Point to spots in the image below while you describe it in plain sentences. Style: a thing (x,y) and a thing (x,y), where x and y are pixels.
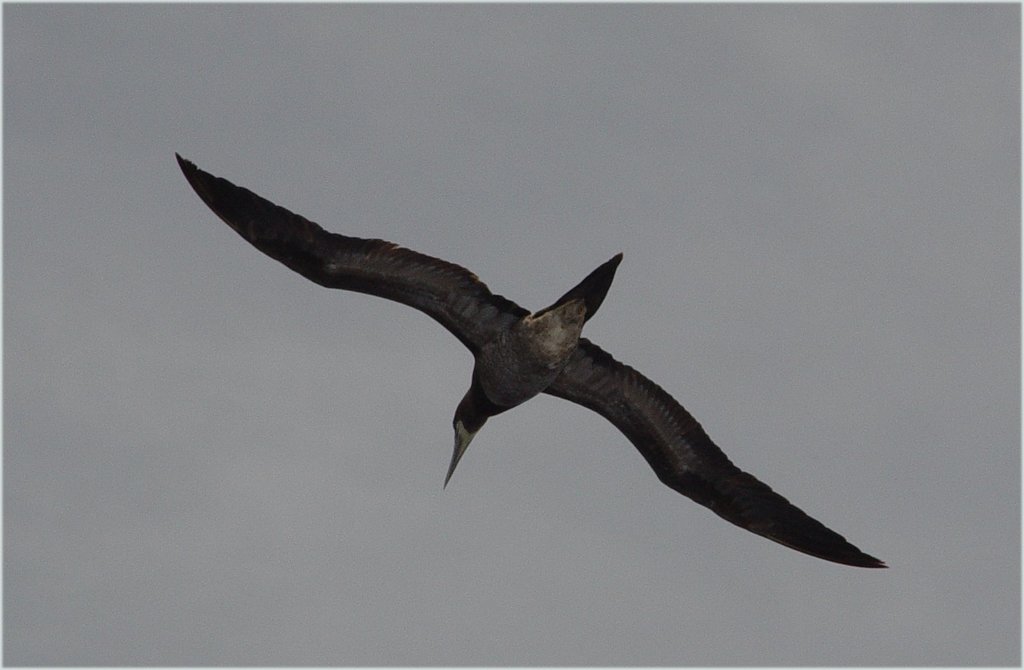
This picture shows a bird (389,280) flying and we see a cloudy (387,318) sky and the bird (536,392) is white and black in color.
